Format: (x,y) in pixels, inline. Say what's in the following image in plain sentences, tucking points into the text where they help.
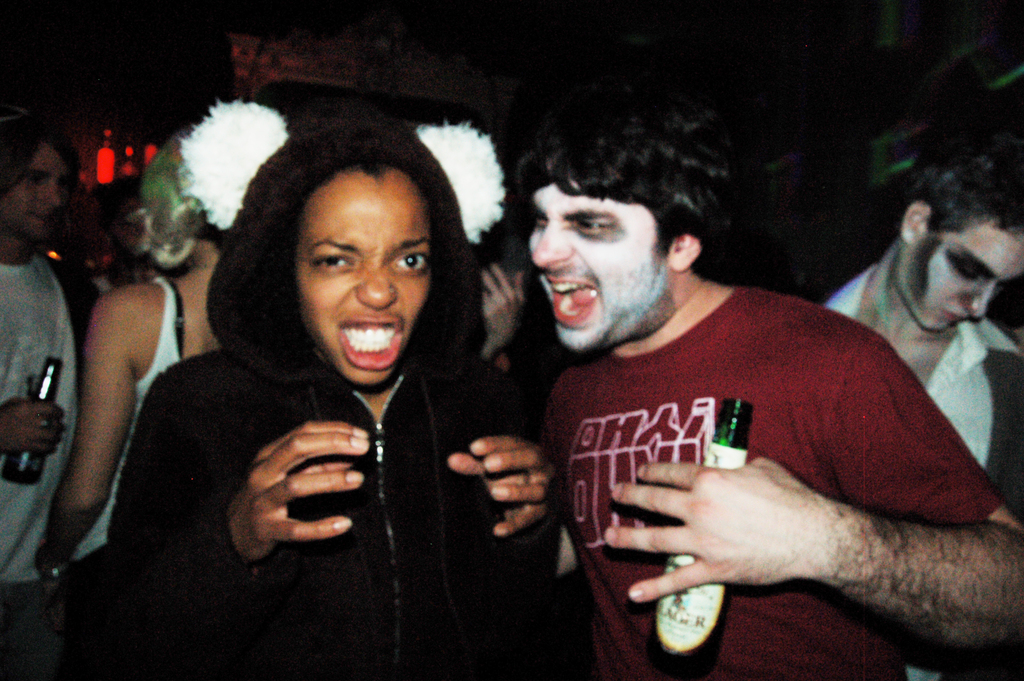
In the image at the left side (322,455) there is a woman (400,511) with black jacket (379,426). Beside her to the right side (728,357) there is a man (847,430) in maroon t-shirt (766,432) is standing and on his face (628,292) there is a white painting (619,296) and he is holding the bottle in his hand (706,521). Behind them in the background (132,315) there are few people (122,209).
